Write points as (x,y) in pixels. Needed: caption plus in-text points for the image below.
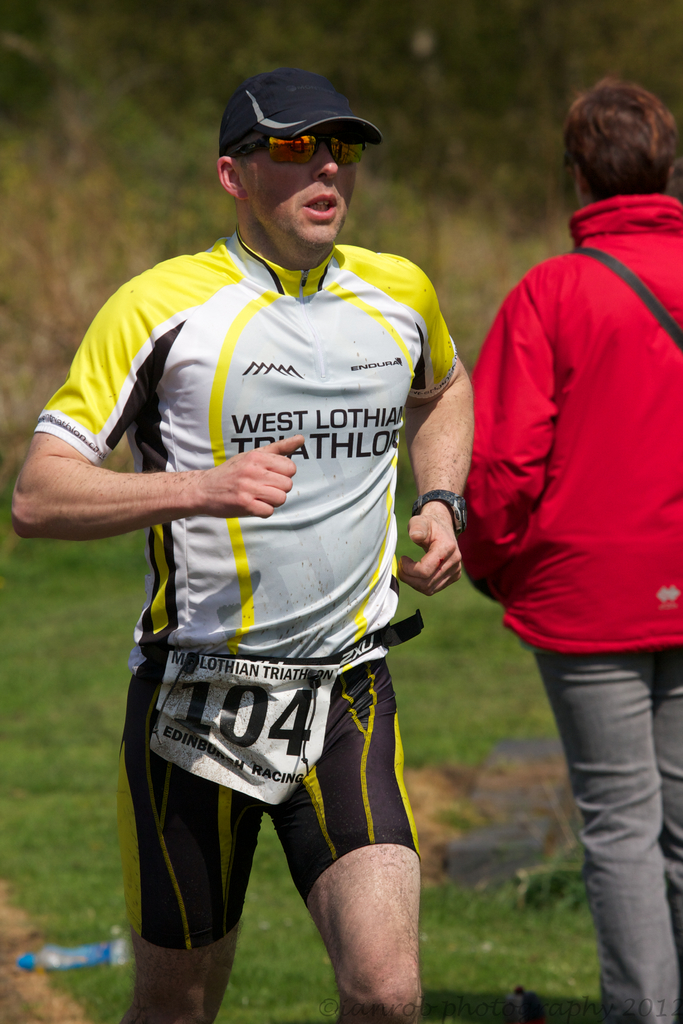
In this picture we can see a man (201,487) with a cap (259,101) is running and on the right side of the man (315,560) there is another person (547,428) in the red jacket (571,416). Behind the people (337,228) there are trees (358,101) and grass (49,767).
